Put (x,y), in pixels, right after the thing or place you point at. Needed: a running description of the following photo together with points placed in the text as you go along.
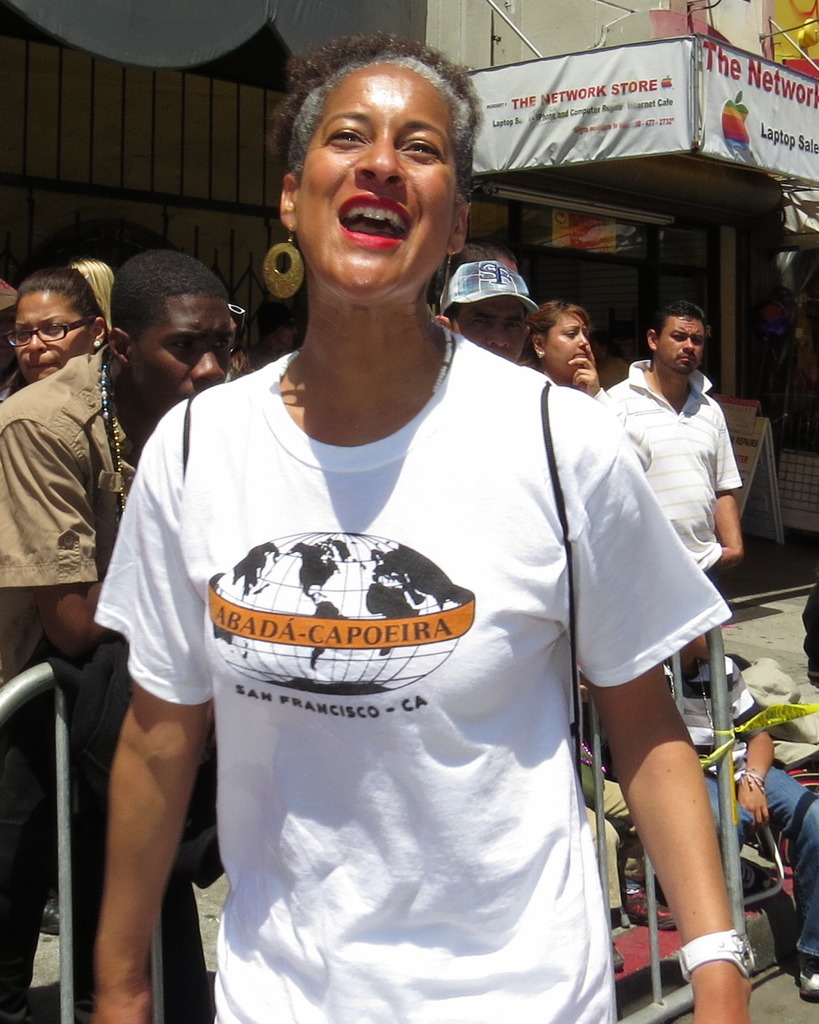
In this image I can see few people (357,643) are wearing different color dresses (404,917). I can see the buildings (605,19), boards (758,429), glass walls (771,403) and few objects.
